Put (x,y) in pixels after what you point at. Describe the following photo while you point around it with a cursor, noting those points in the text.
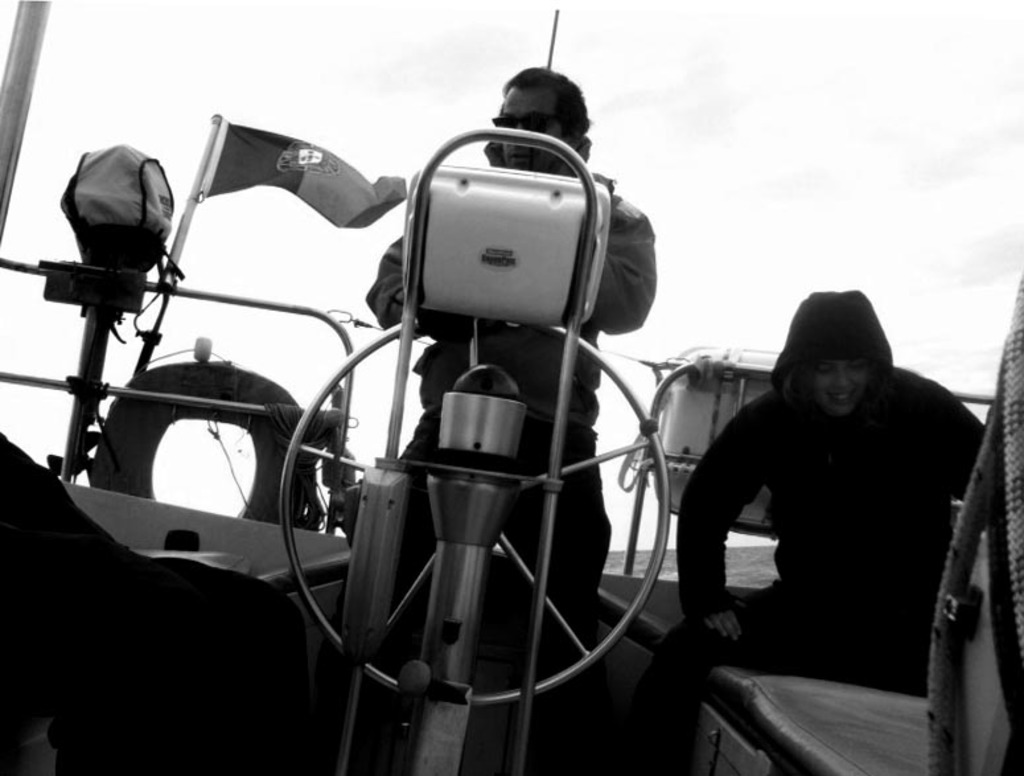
In this image there is a person (425,519) standing in front of a steering wheel (373,349) of a boat (473,397), beside the person (448,338) there is a woman (826,488) sitting, behind them there is a metal rod fence (214,402) with flags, tubes (200,410) and some other objects (120,210), around them there are some other objects (494,523) and ropes (1007,366), behind them there is water (641,563).
